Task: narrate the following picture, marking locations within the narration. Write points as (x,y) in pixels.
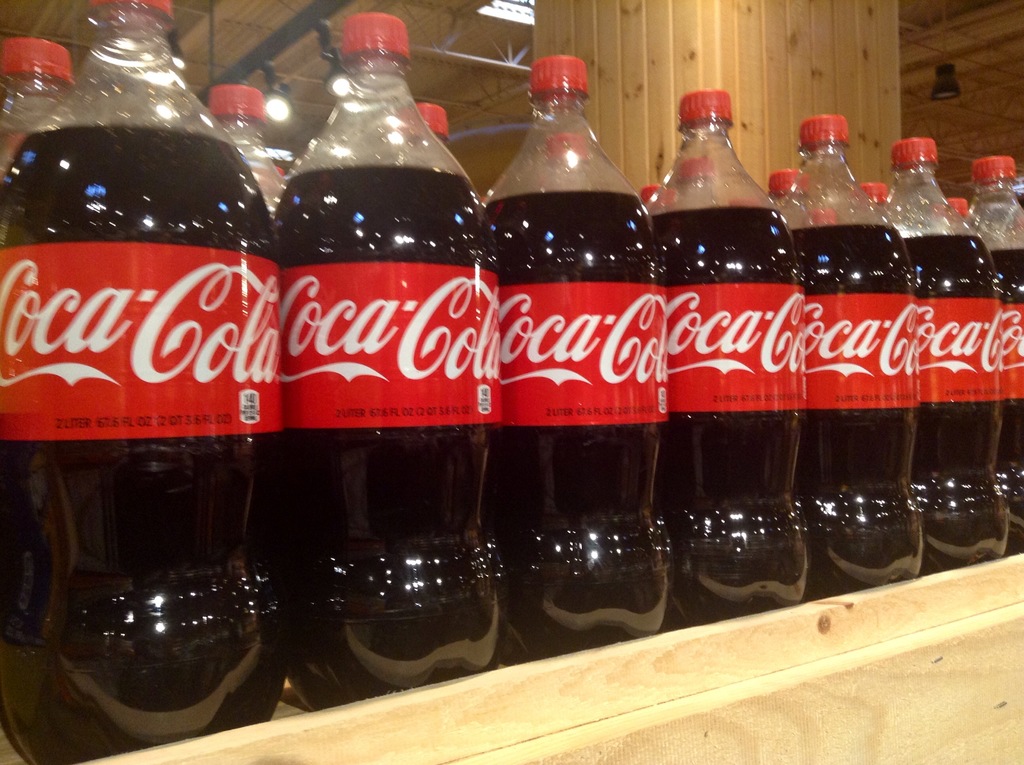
In the center of the picture (355,274) there are coca cola bottles (403,212) placed on desk (698,657). At the top (944,81) there are lights (332,77) and frames (493,60) to the ceiling (963,54). In the center of the background (709,60) there is a pillar (631,48).
